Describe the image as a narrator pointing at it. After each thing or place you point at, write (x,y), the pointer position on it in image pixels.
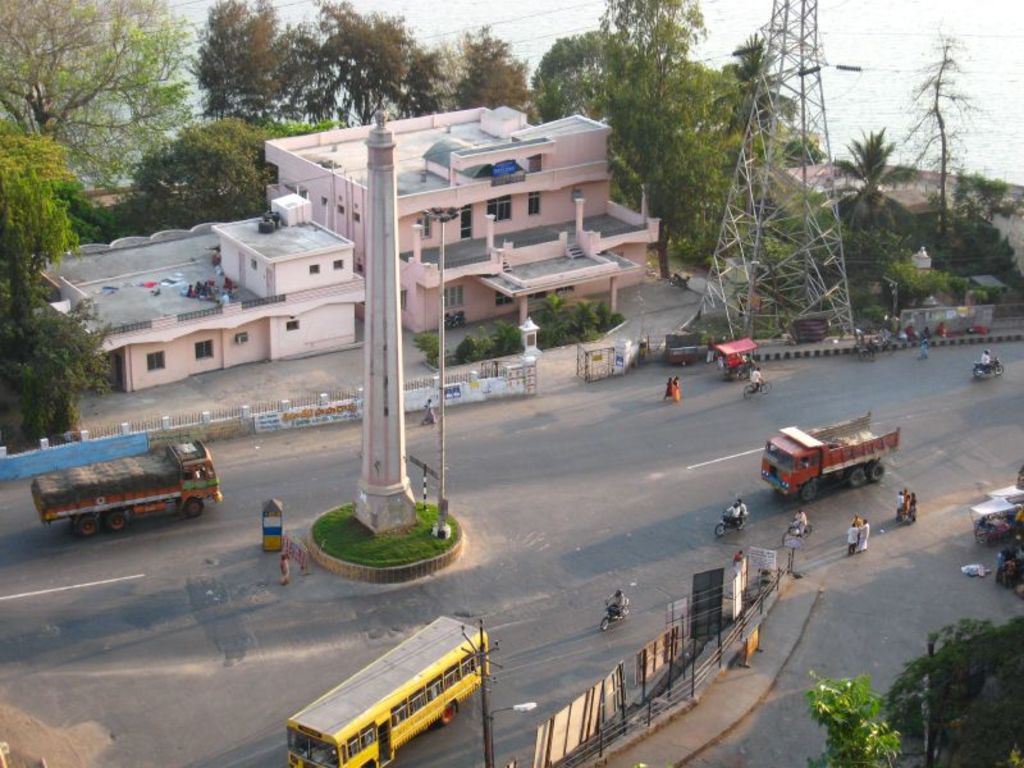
In this image I can see few vehicles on the road (253,739), background (452,187) I can see few buildings (520,300) in light pink color, a tower (738,281), trees (354,70) in green color and the water (598,29) is in white color. In front (370,260) I can see the pole (439,314).
